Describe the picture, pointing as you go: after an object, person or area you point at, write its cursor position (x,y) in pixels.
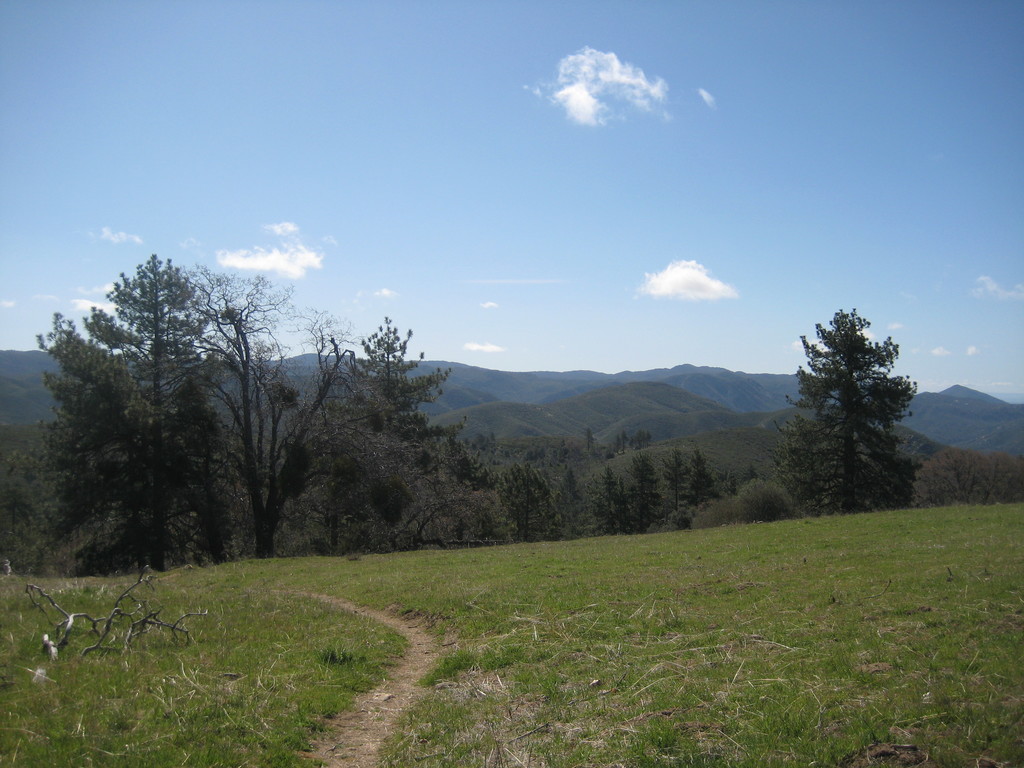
In the picture I can see a greenery ground (473,631) and there are trees (462,487) and mountains (514,427) in the background (514,427).
